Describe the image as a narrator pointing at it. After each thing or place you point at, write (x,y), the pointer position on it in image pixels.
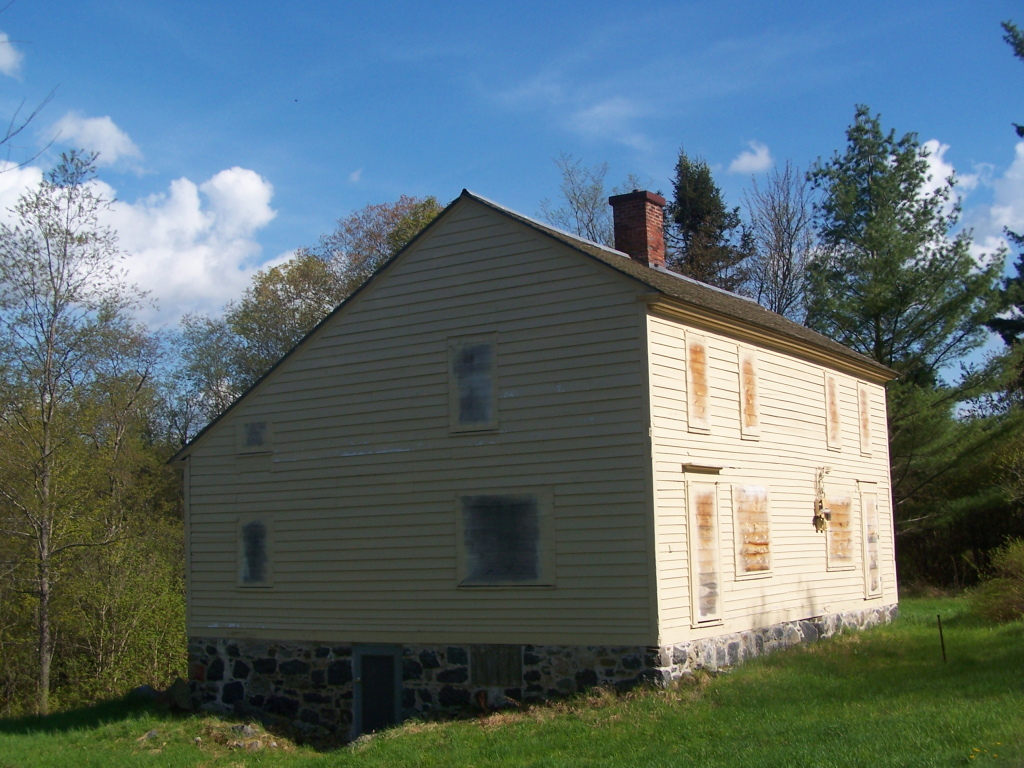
In this image I can see the house (351,524) and there are windows (492,542) to it. It is in cream color. In the background (864,181) I can see many trees (23,222), clouds (208,208) and the blue sky (496,100).
